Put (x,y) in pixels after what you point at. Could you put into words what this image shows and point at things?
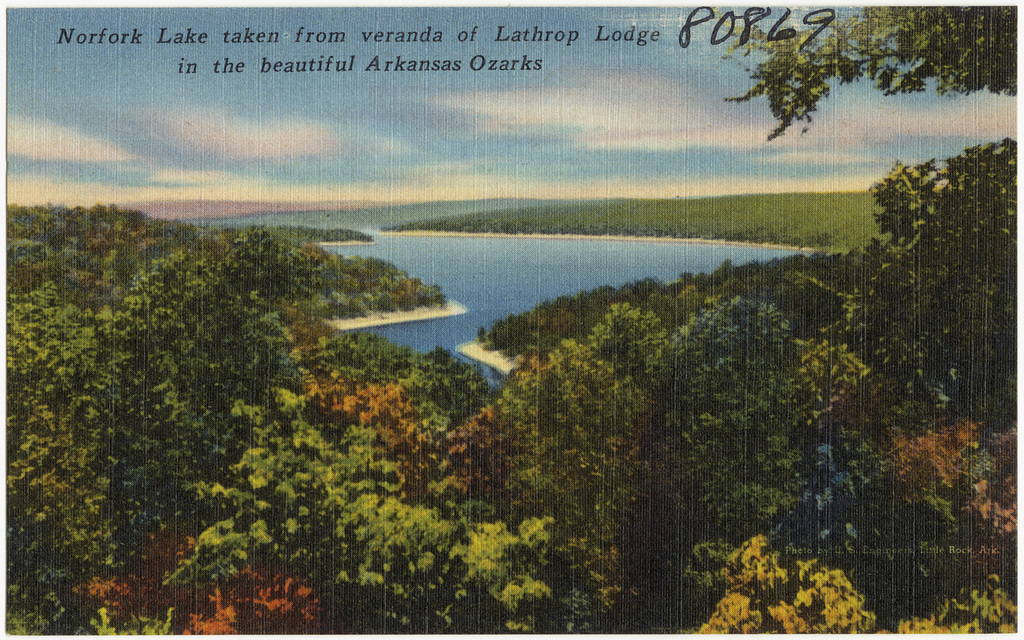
In this image I can see the trees (427,503). In the background (454,280), I can see the water (463,263) and clouds (633,138) in the sky (433,146). I can see also some text (233,71) written on it.
